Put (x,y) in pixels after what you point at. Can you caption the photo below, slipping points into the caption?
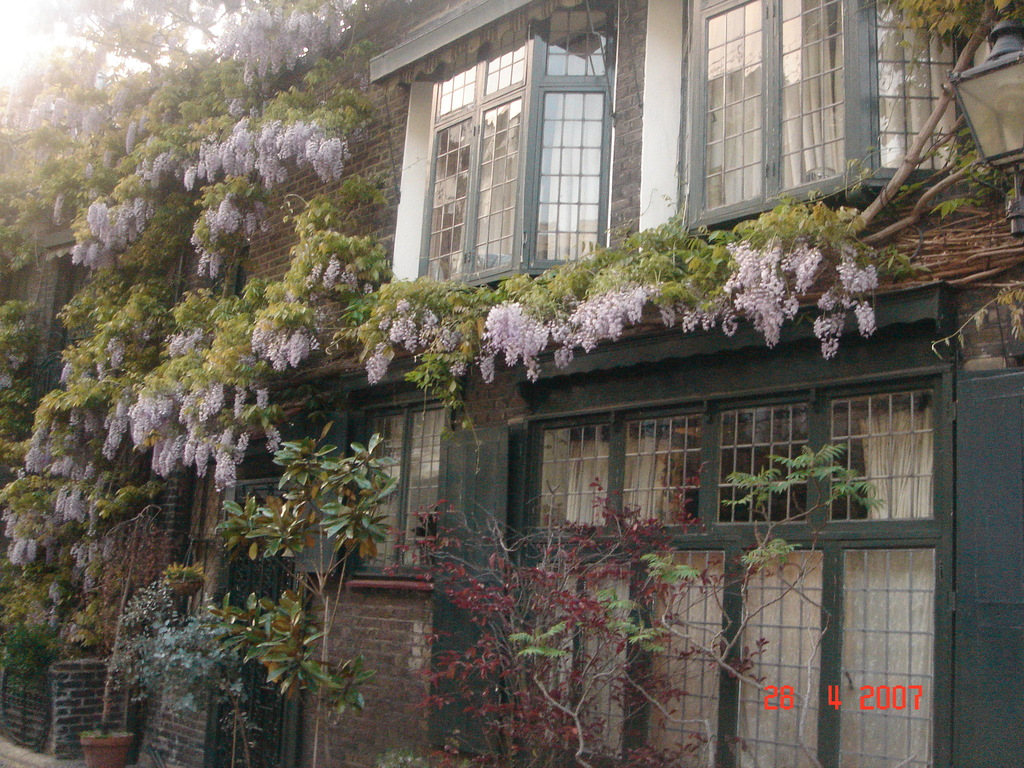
In the image, there is a house (644,552) and around the house (454,523) there are plenty of plants (293,323) with beautiful flowers (234,103), the house (304,186) has a lot of windows (883,168) and on the right side (981,158) there is lamp (1013,104).
